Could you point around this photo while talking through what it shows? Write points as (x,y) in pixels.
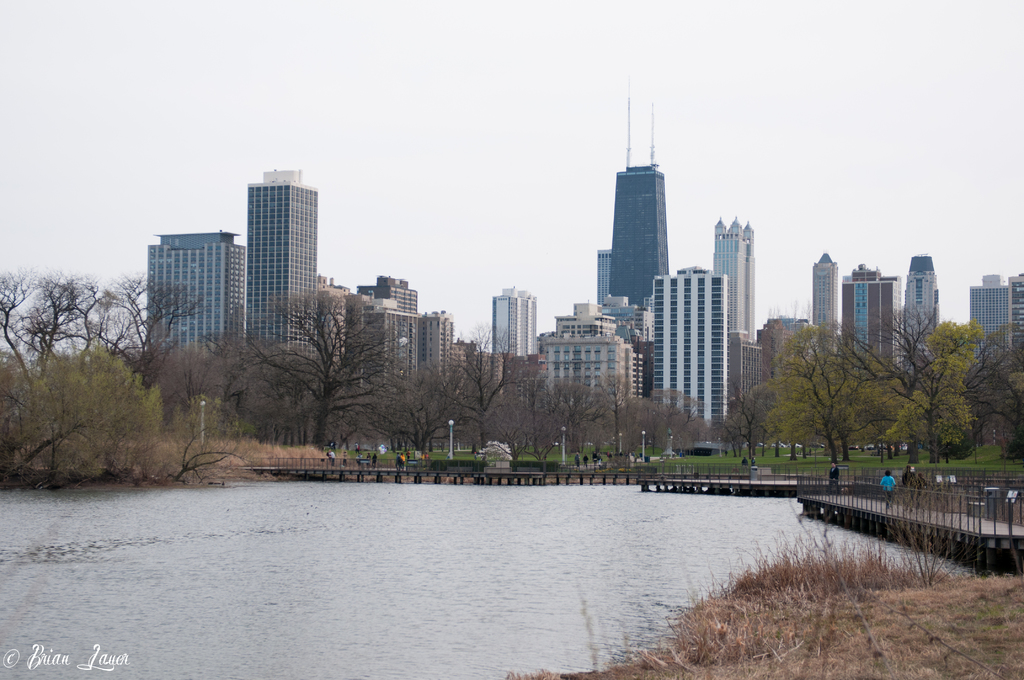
In the down side it is water (487,634). In the long back side there are trees (285,376) and big buildings (514,325).
